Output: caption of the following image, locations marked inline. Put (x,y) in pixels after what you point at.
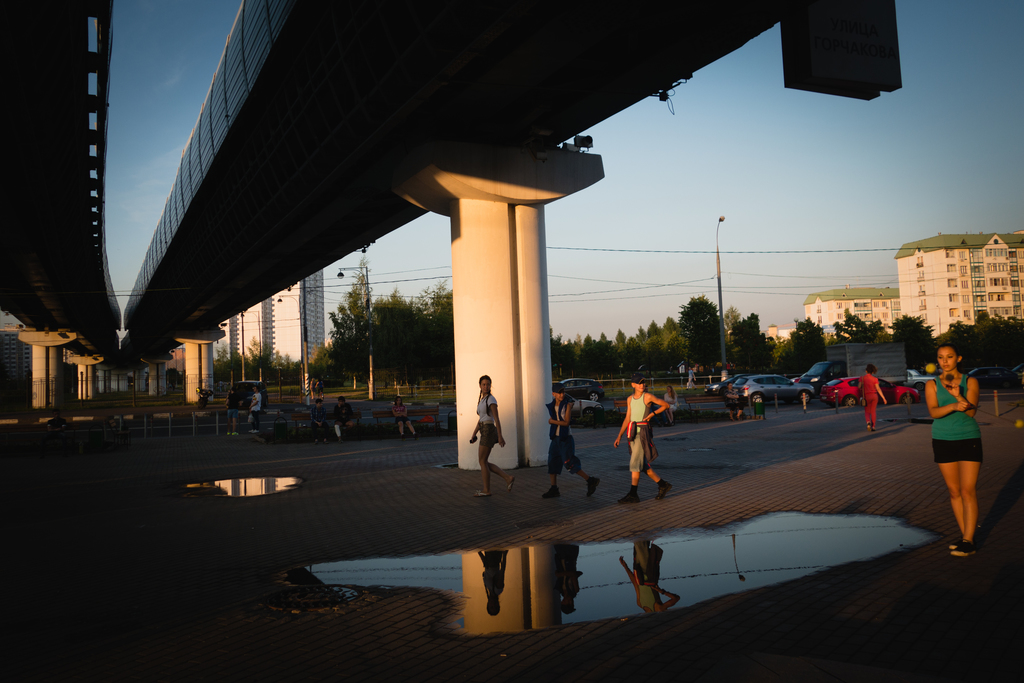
In this image there is flyover (459,159), a few people (655,404) on the road (894,432), few lights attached to the poles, a few cables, vehicles (856,372), few buildings (849,306) and the sky (827,260), there we can see some water (592,577) on the road (134,662).
